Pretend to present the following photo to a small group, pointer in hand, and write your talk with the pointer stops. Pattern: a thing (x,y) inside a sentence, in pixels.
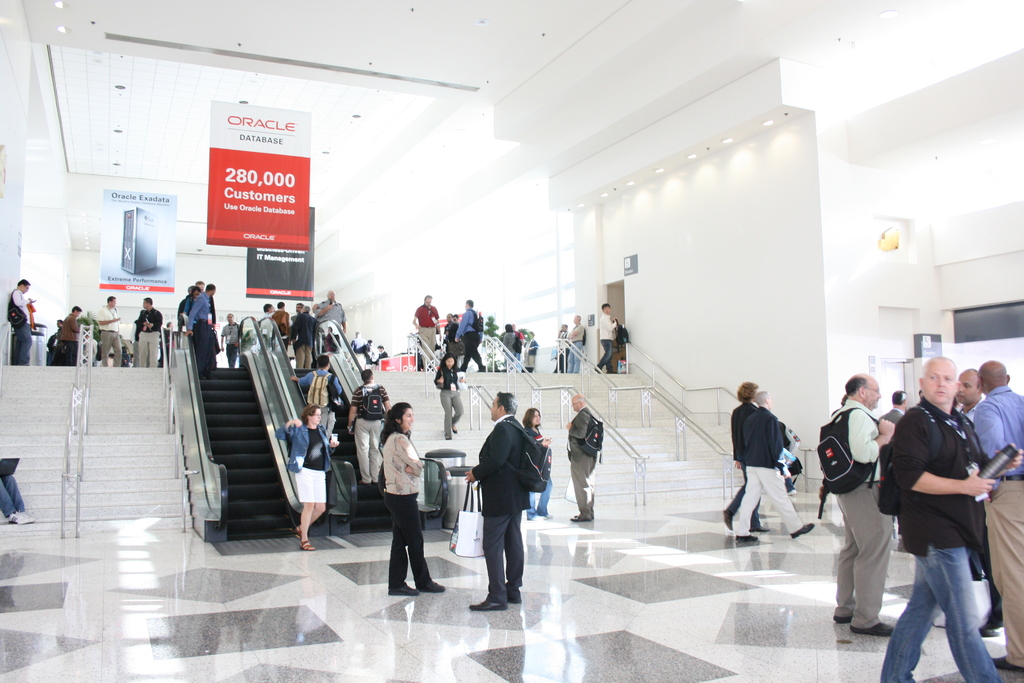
In the center of the image (354,404), we can see people (304,366) on the escalator (270,401) and in the background (483,320), we can see stairs (93,401) and many people (874,478). At the bottom (554,650), there is floor (644,631) and at the top (245,185), we can see some banners (249,199).
